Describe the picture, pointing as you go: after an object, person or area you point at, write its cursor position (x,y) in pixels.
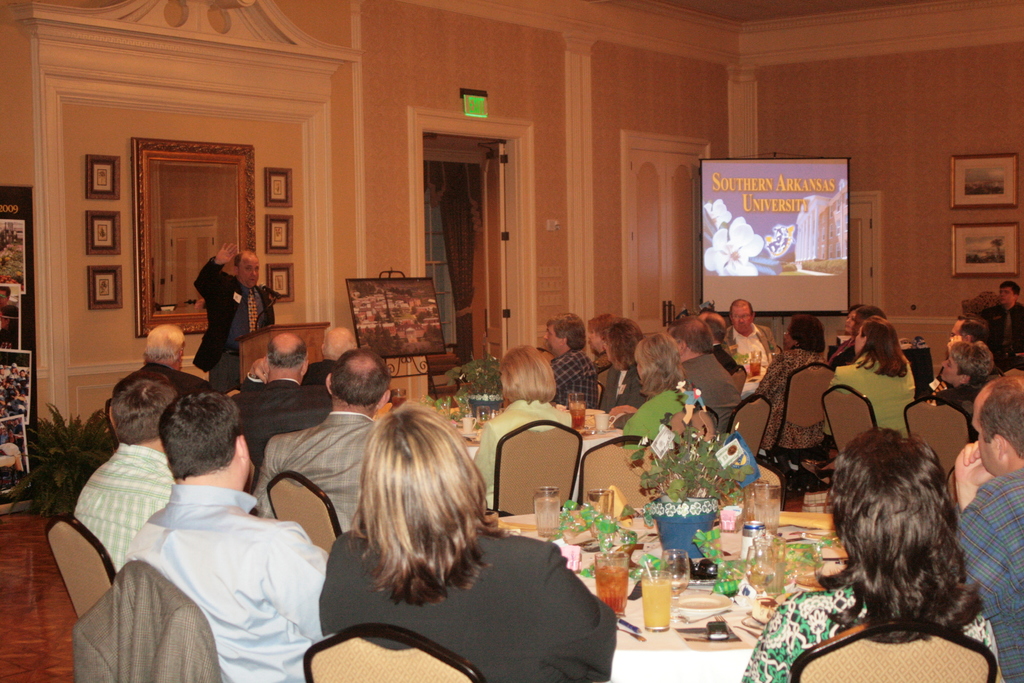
The picture is of a dining hall (660,546). In the middle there is dining table (788,528). On the table (684,624) there are glasses (666,594), plant pot (683,527), mobile phone (712,626), pen (629,628) and it is surrounded by chairs (860,651), on it people (525,613) are sitting. They are looking at a person (257,317) in front of them who is standing at a podium (251,340). He is talking something in the mic (272,301). behind him there is a wall (91,151) with paintings (110,239) hanged on it. beside him there is a painting (397,312). in the right corner (776,290) there a screen (757,232). Beside it there is a door (695,259).
